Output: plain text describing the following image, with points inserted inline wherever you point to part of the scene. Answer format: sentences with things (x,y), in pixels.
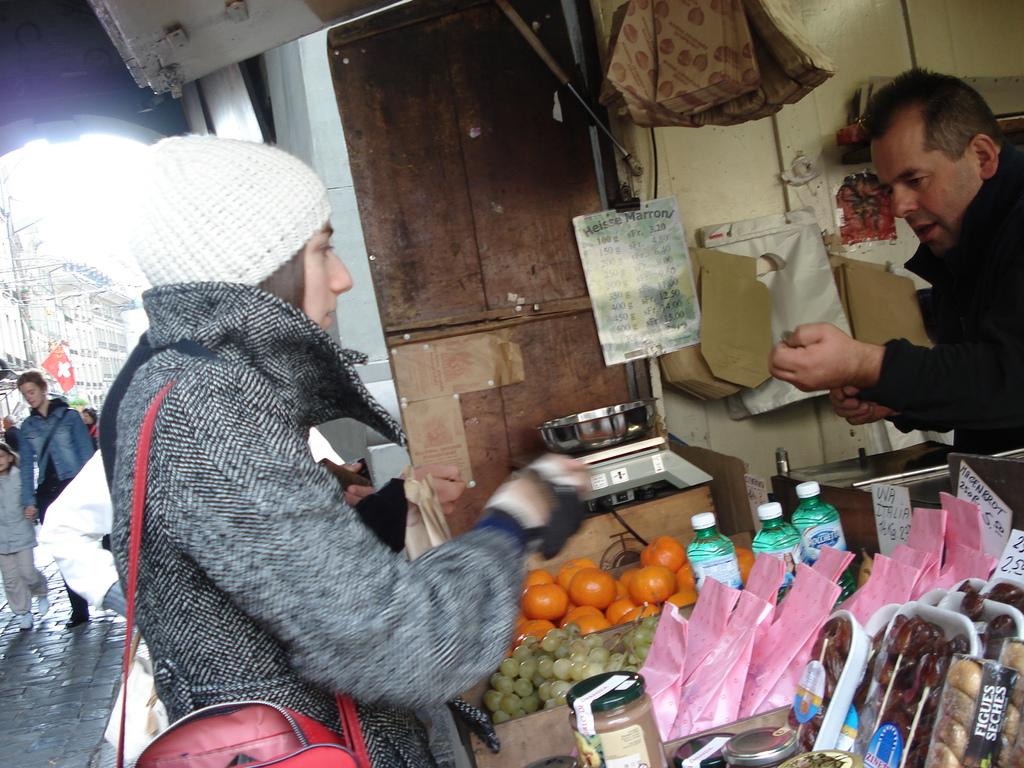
In the image there is a woman (264,364) standing in front of a store (860,485), there are some fruits (635,652) and other food items (848,628) kept in front of her along with the price tags (985,486) and behind the food items (666,545) there is a man (981,284) and there is a weighing machine (637,454), behind that there is a wooden wall (565,340) and there are some bags (735,229) attached to the wall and in the background of the woman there are some other people (72,444) walking on the path (74,679).
